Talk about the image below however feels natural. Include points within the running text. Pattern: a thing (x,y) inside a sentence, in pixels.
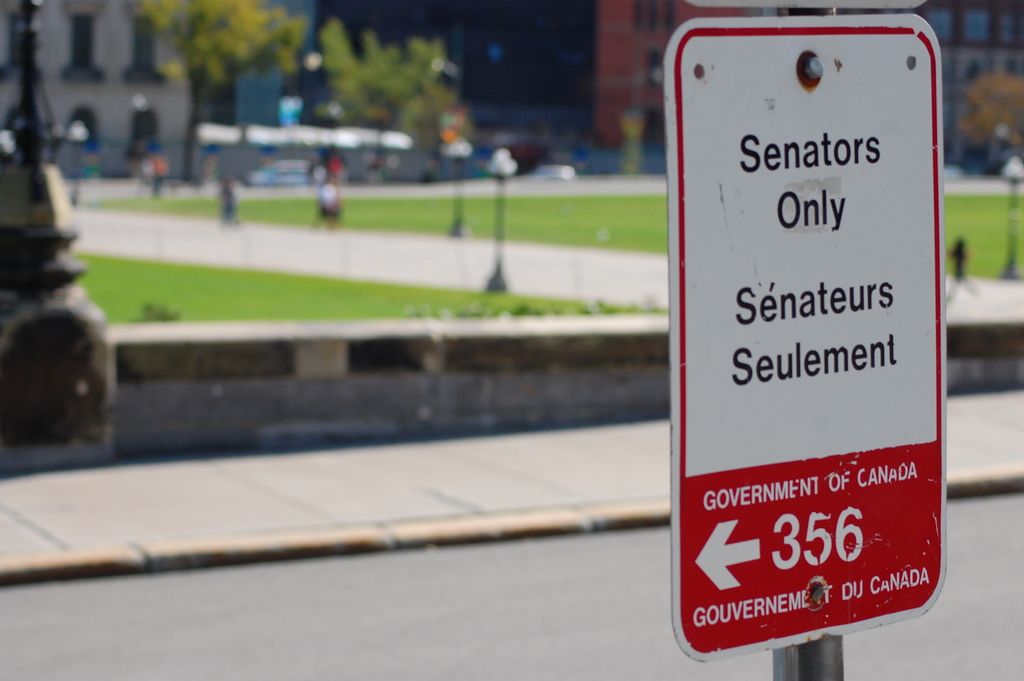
In the picture I can see a board (747,525) which has something written on it. In the background (226,334) I can see buildings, poles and some other things (293,288). The background of the image (485,233) is blurred.
